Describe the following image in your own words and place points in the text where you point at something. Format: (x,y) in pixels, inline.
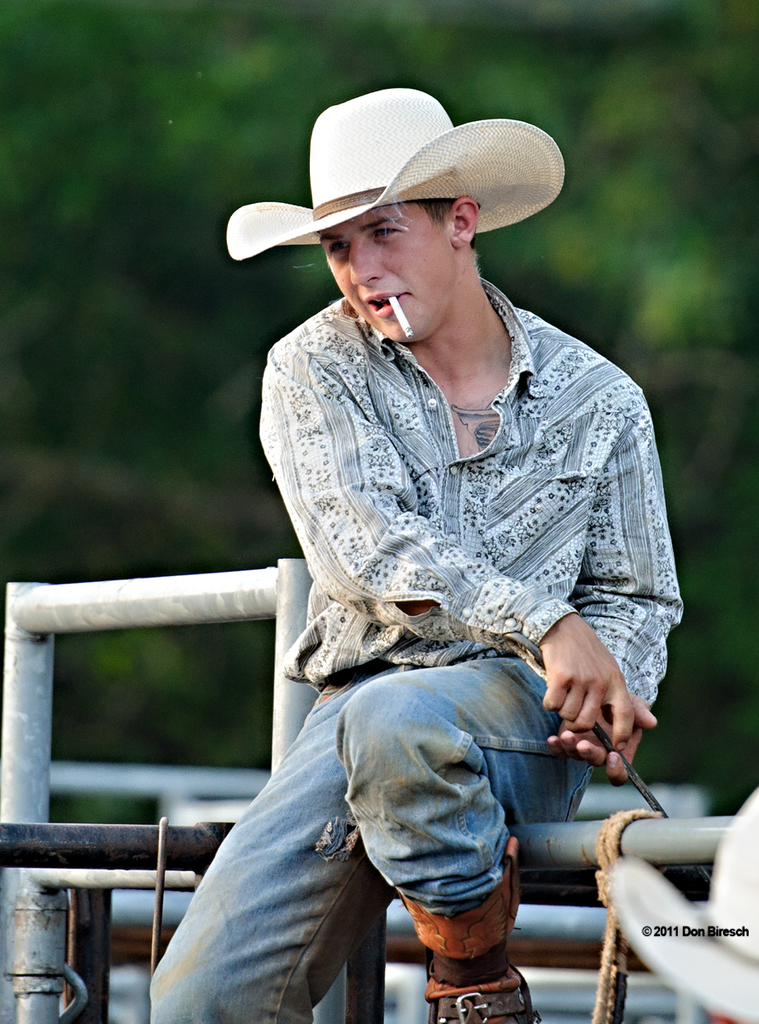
In this picture we can see a man (394,593) sitting, he wore a cap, we can see a blurry background (676,24), there are some metal rods (128,825) here.
